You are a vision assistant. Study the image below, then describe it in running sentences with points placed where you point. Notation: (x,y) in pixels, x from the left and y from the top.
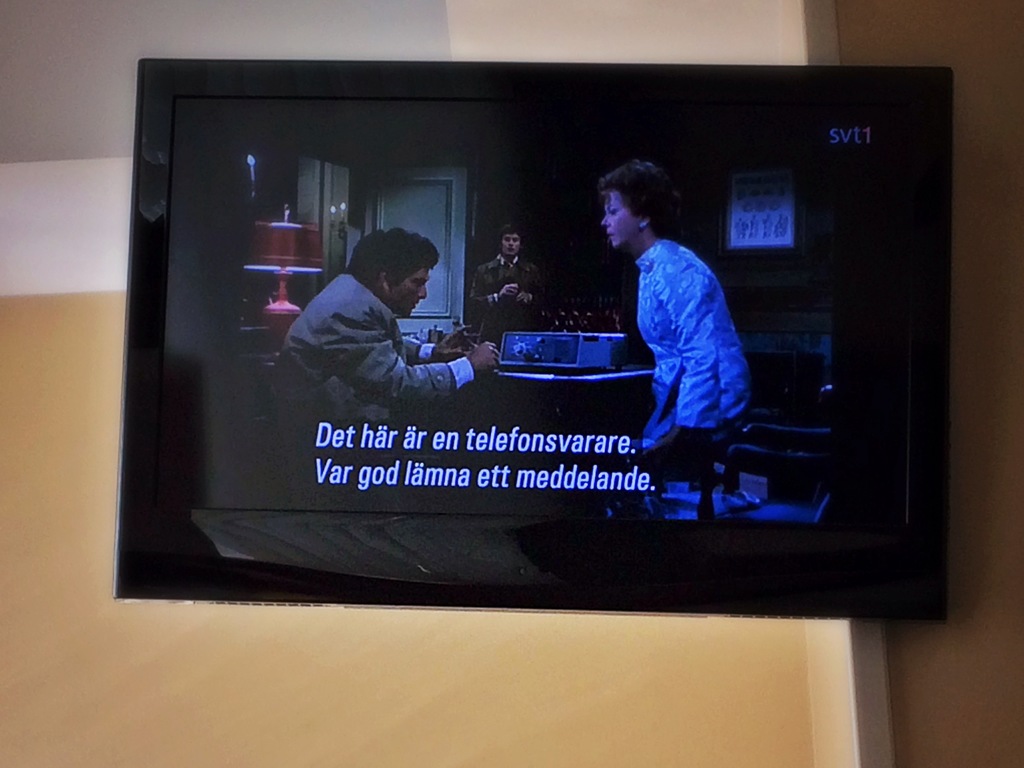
In this image in the foreground (738,92) there is a TV (219,65) on the wall (6,430).
